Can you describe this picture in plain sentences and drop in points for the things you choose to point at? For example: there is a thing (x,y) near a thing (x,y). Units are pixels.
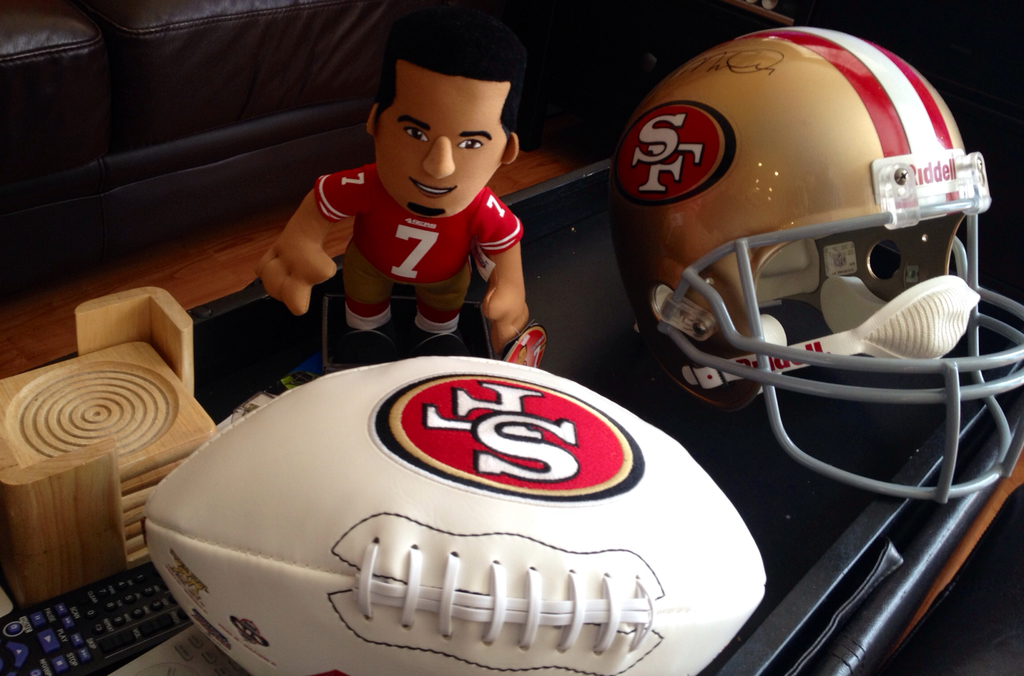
In this picture we can see a toy (520,295), helmet (902,107), ball (583,425), remote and a wooden object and these all are on a platform (561,303) and in the background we can see some objects (963,24).
